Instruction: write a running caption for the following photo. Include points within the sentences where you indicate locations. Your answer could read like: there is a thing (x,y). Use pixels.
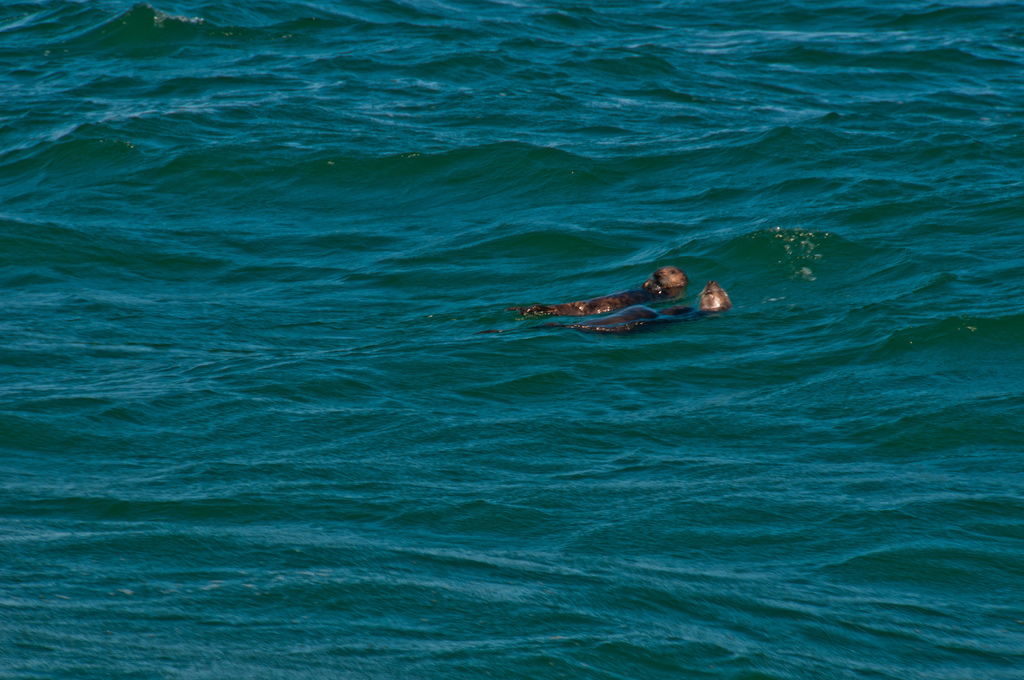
In this image there are two sea otters (605,323) in the water (454,342).
